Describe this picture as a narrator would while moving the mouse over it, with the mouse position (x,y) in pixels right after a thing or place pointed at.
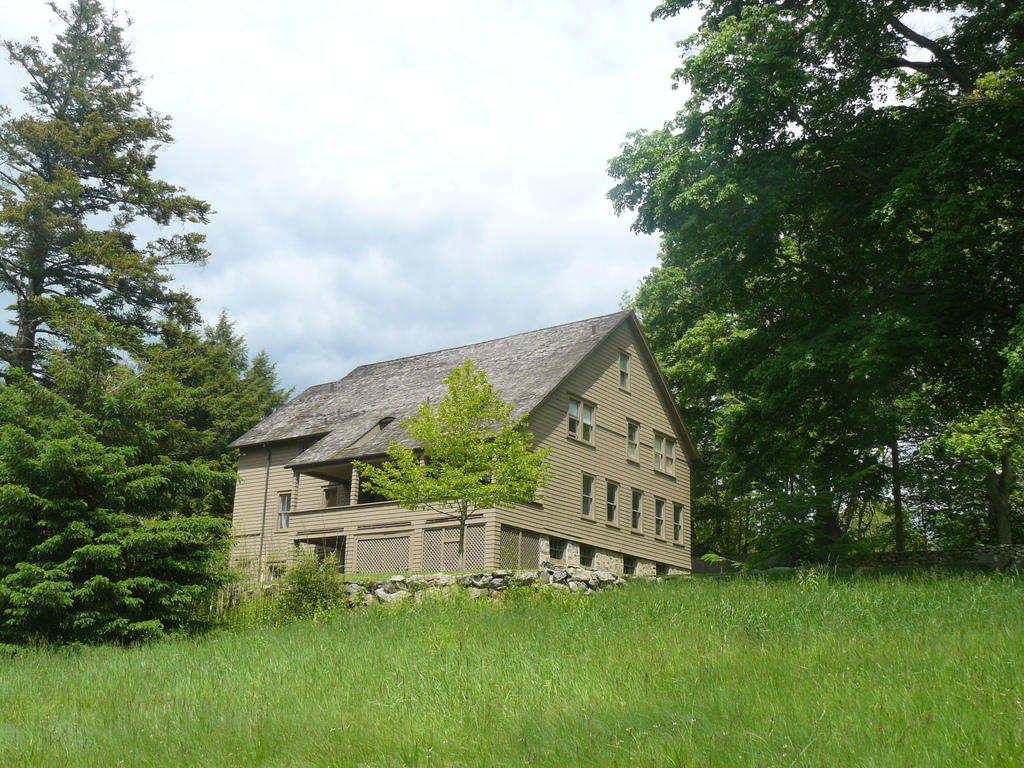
In this image, we can see a house (543,494) with windows (607,481), pillars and walls (381,523). Here we can see so many trees (70,621), plants (260,609) and grass (462,666). Background (584,228) there is sky (474,214).
